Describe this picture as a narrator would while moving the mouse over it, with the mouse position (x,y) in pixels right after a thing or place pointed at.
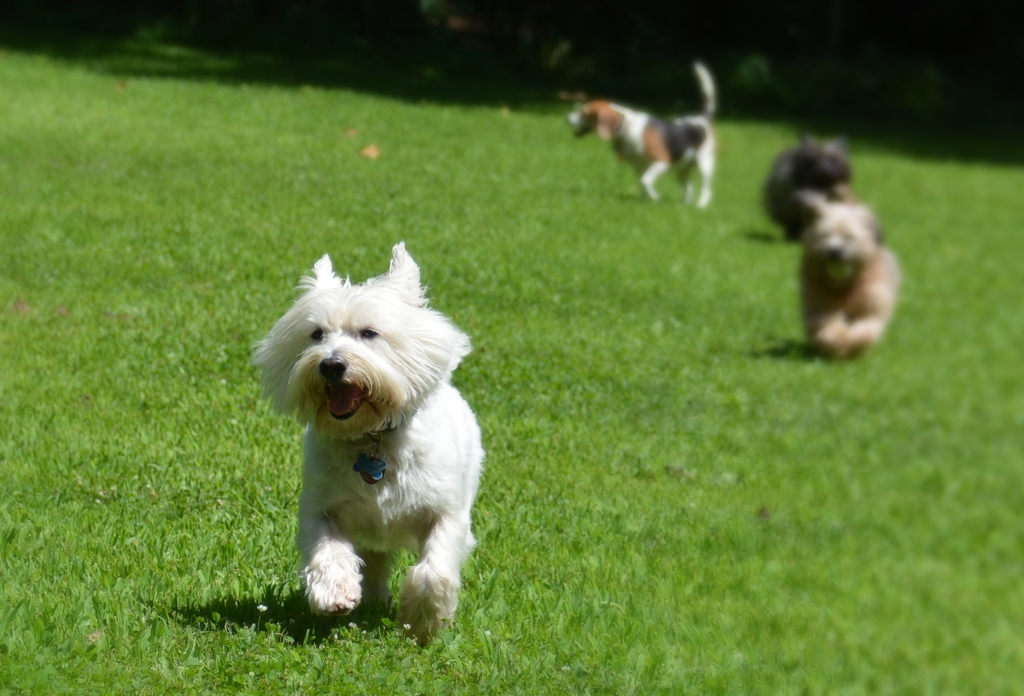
This image consists of four dogs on grass (598,425) and plants (749,5). This image is taken may be in a park (606,384) during a day.
